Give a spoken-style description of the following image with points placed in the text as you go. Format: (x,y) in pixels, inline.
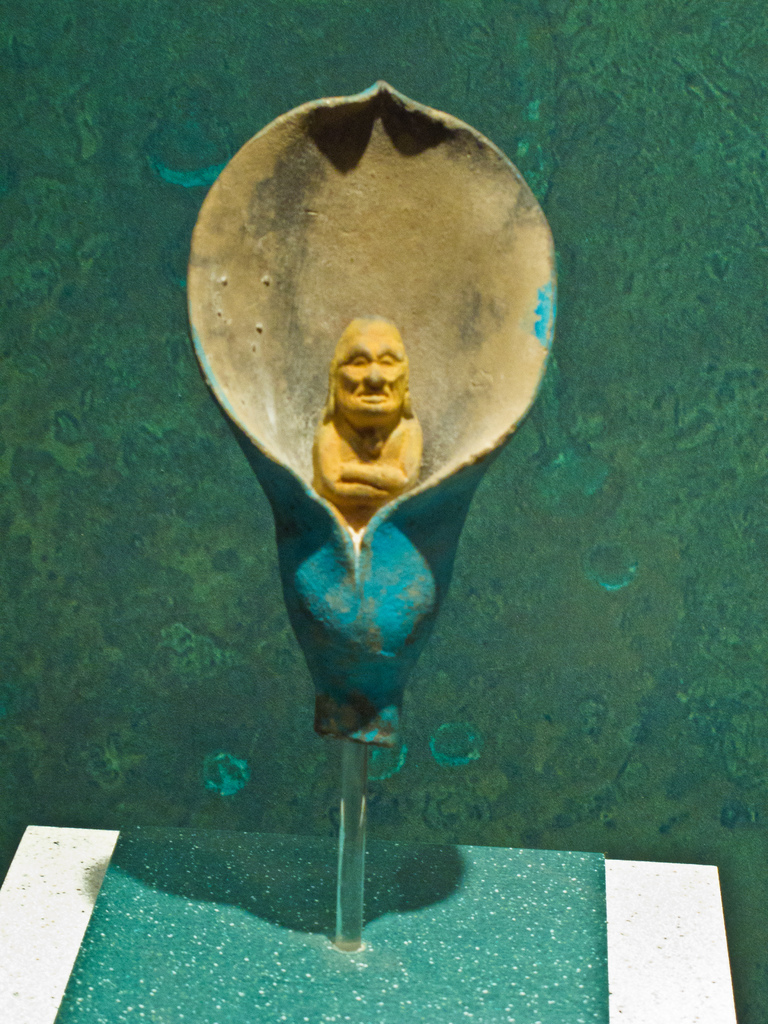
There is a statue (332,542) in the middle of this image (333,452) and there is a wall (199,489) in the background (225,524).
